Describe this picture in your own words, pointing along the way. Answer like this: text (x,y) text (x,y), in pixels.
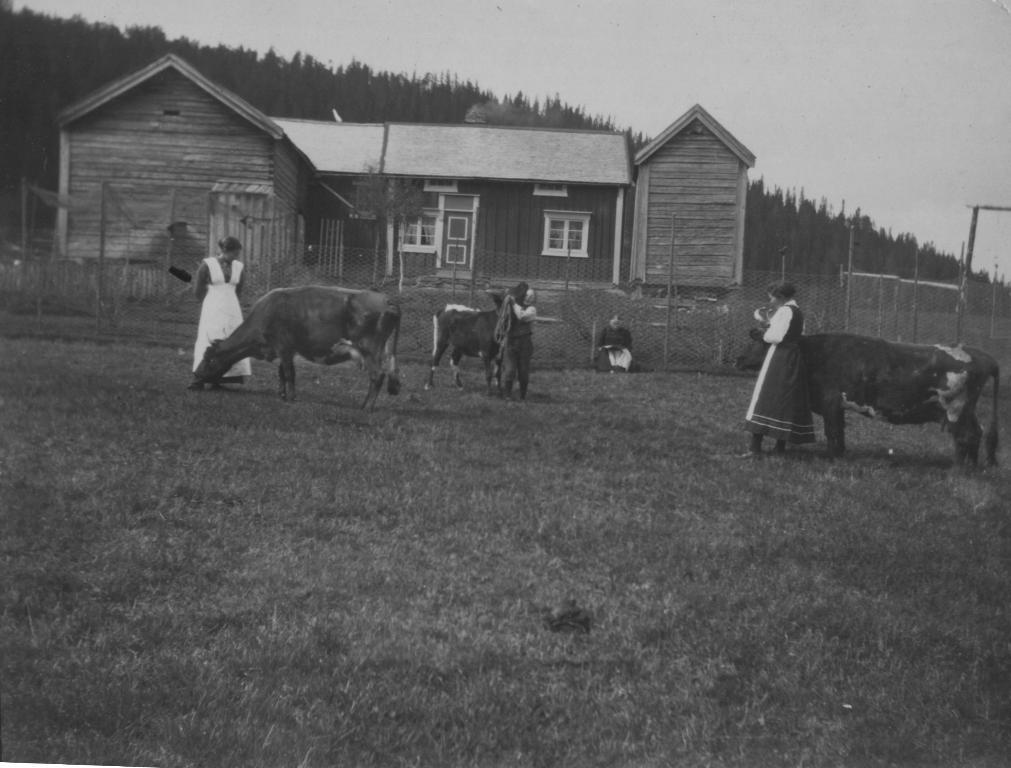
In this picture we can see three cows (438,363) and three persons (769,377) are standing, at the bottom (411,585) there is grass (438,620), in the background (568,200) we can see a house (604,202) and trees (833,224), there is fencing (99,306) in the middle (637,339), we can also see a person (622,347) is sitting in the middle (620,359), on the right side (964,258) there is a pole (970,269), we can see the sky (794,66) at the top of the picture (805,62), it is a black and white image.
